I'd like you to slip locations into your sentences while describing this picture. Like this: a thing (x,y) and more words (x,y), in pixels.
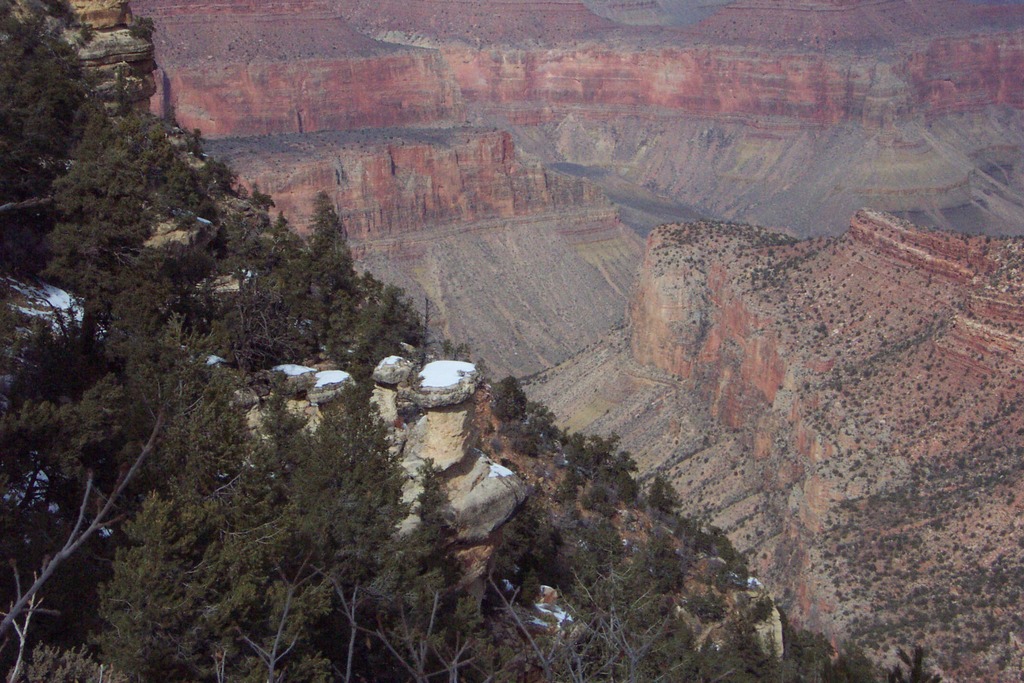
In this image I can see number of trees (54,645).
